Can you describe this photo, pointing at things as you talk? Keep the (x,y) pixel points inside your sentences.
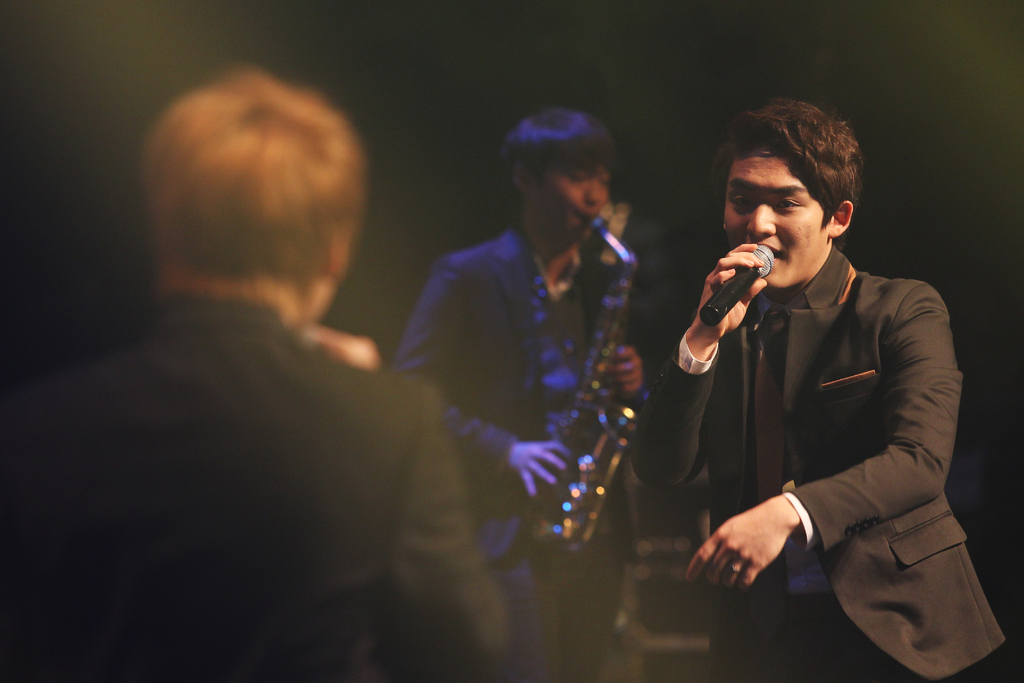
In this picture three persons (308,512) are standing. This person (507,453) holding musical instrument (604,451). This person (819,364) holding microphone (722,318) and singing.
